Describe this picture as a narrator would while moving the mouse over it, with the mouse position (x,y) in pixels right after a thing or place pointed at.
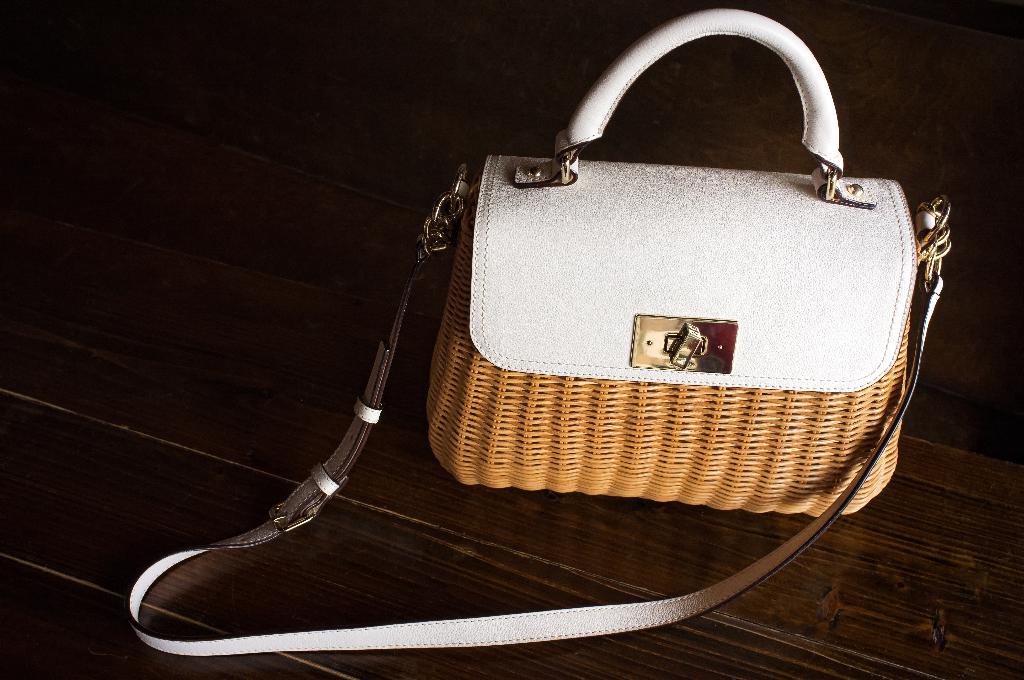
In this image there is a leather handbag (478,465) in a table (408,574).
